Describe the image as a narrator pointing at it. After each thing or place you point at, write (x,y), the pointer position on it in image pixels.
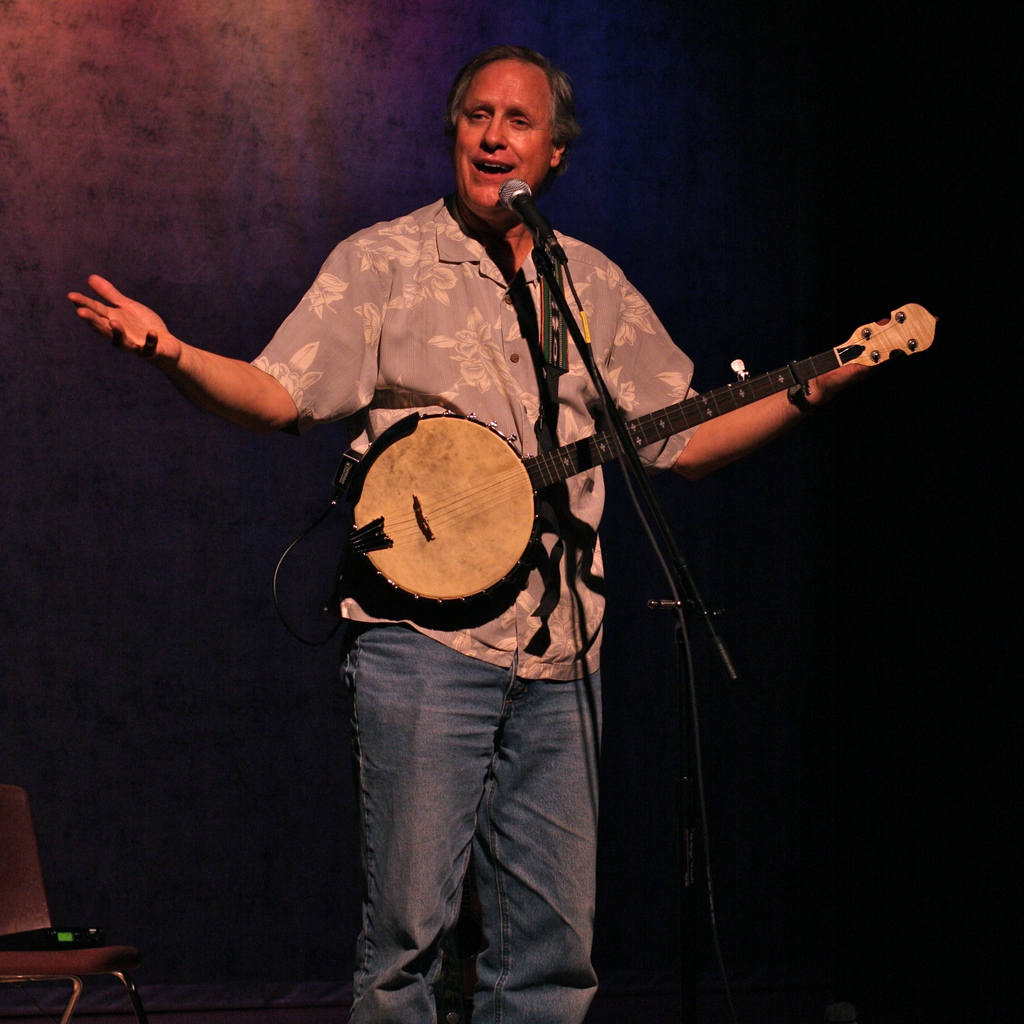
In this image we can see a man (594,660) standing wearing the musical instrument (577,463) with a belt (550,362). We can also see a mic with a stand (673,542) in front of him. On the left bottom (83,944) we can see a device (68,941) on a chair (109,954).
